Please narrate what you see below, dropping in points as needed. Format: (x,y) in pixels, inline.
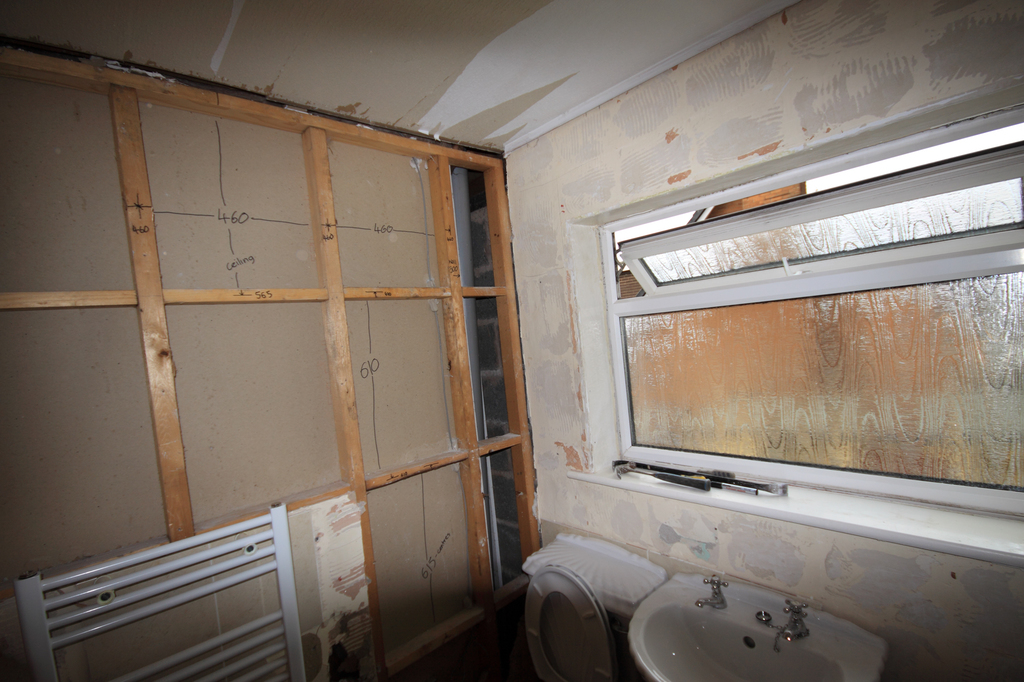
In this image we can see a flush toilet (564,636), beside the flush toilet (614,587) there is a sink (732,624) with two taps (708,605) on it, above the sink (744,612) there is a glass window (697,410).
